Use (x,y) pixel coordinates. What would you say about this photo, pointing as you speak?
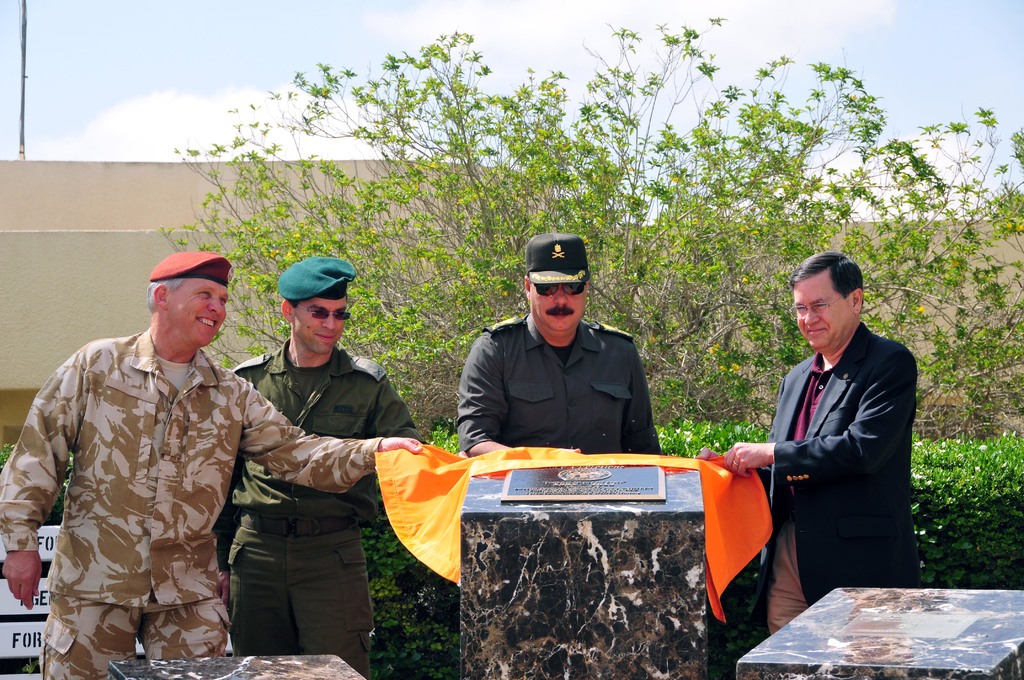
In this picture we can see four men (477,434) standing and holding a cloth (722,468), at the bottom (673,665) there are boxes (777,665), in the background (301,218) we can see a building (251,206), a tree (640,234) and shrubs (988,442), at the left bottom (49,545) there are boards (28,649), three men (491,397) on the left side (313,414) wore caps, we can see the sky (203,52) at the top of the picture (195,53).
